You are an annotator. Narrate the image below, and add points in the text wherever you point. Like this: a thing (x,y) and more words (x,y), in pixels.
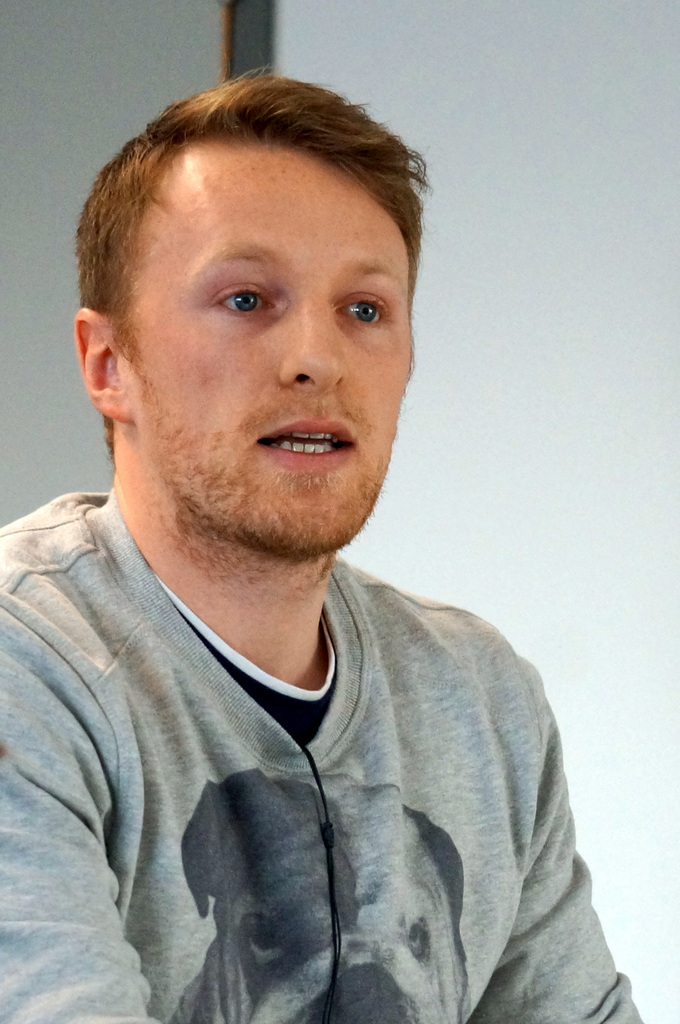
In this image we can see a person (315,273) and in the background (490,193) there is a wall (510,183).
